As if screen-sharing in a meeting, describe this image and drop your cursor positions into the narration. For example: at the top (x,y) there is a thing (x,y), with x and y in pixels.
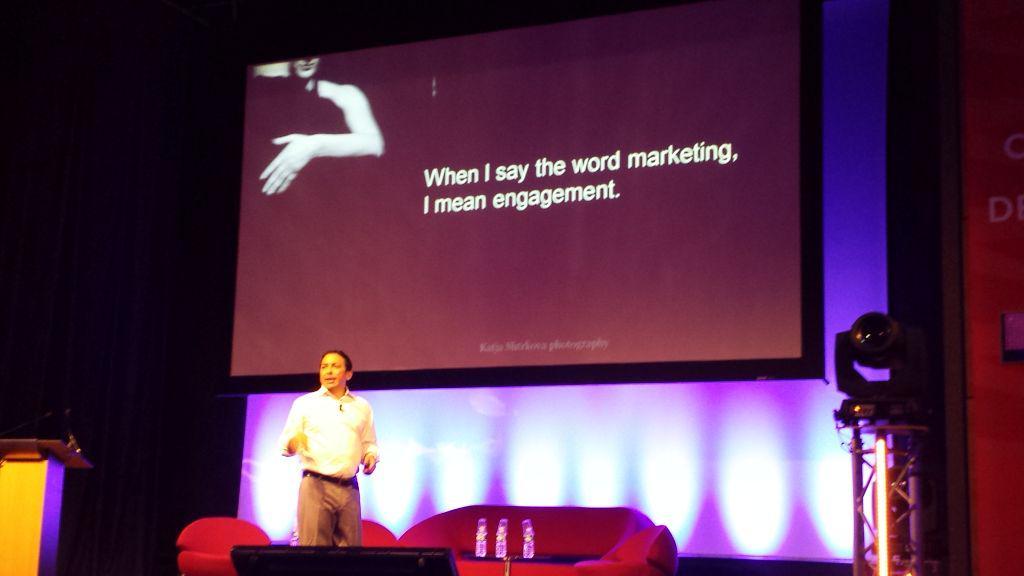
In this image we can see a man (342,433) standing. Also there is a sofa (468,540). And there is a table (515,557). On the table (472,558) there are bottles (502,552). On the left side (42,479) there is a podium (46,467). In the back (462,344) there is a screen (599,235). On the right side (877,477) there is a stand (866,492). In the background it is dark.
